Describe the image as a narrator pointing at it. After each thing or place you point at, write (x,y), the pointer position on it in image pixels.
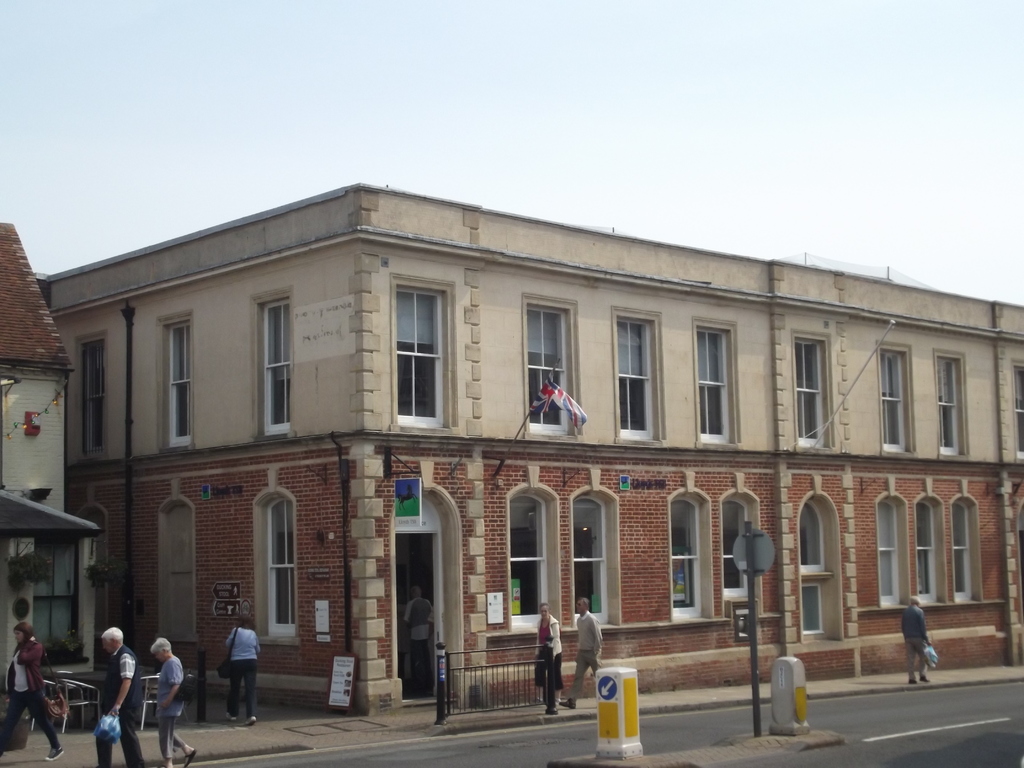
In this image we can see buildings (747,368), people (116,649) walking on the road (590,724), barrier poles (479,673), sign boards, flag (549,398) with flag post (524,426), pipelines (125,361) and sky (628,83) in the background (713,104).
